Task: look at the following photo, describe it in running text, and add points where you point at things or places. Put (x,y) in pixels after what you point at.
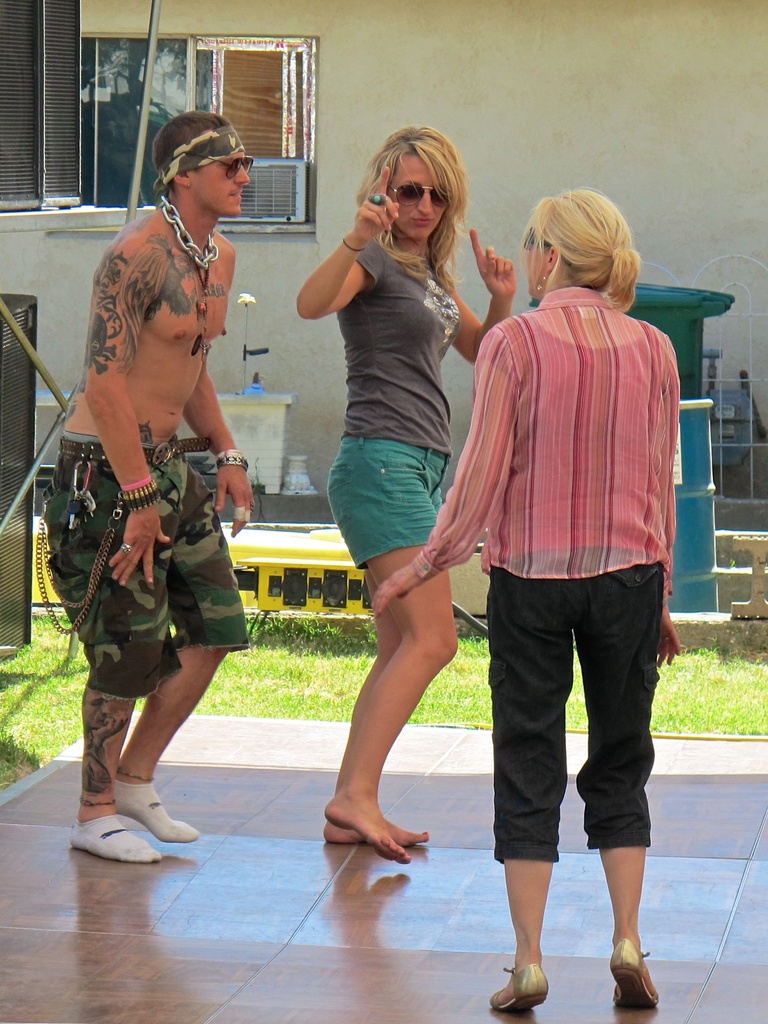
In the picture I can see three persons (509,450) standing and there is a greenery grass (352,640) beside them and there is an air conditioner (299,209) and few other objects (678,334) in the background (21,424).
